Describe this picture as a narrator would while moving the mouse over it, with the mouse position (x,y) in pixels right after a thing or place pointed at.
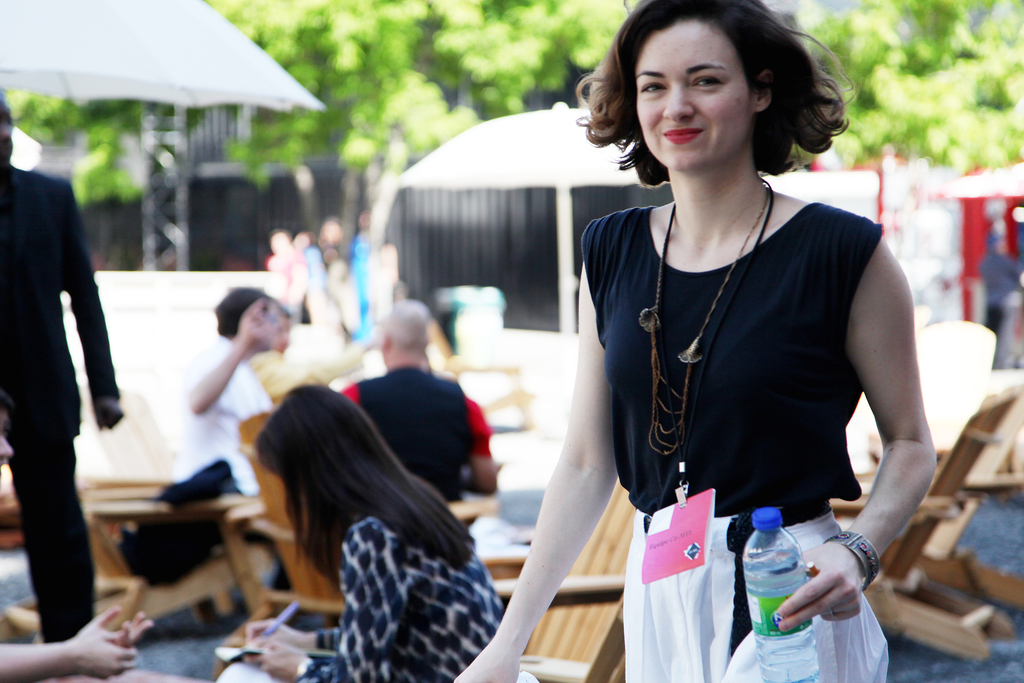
This picture shows a woman (675,118) Standing and holding a water bottle (772,682) in hand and we see few (85,655) was seated on the chair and we see couple of trees (328,109) on her back.
